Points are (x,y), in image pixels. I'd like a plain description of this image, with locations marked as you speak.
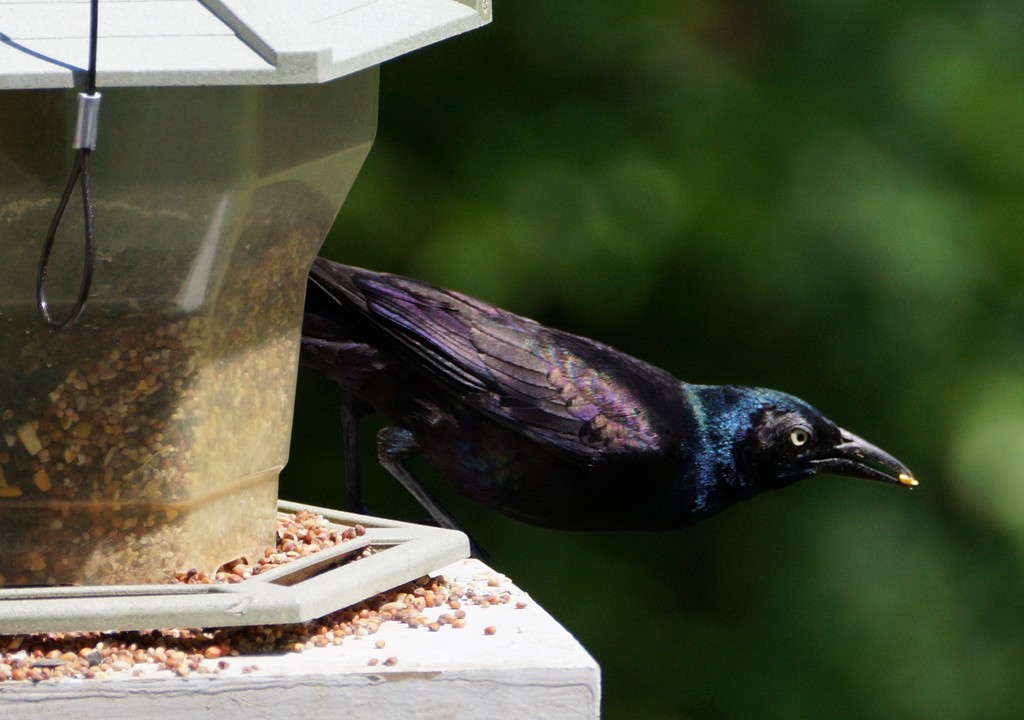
In the foreground of this image (477,427), there is a bird (521,427) on the bird feeding station (416,674) and the background (653,180) image is blur.
